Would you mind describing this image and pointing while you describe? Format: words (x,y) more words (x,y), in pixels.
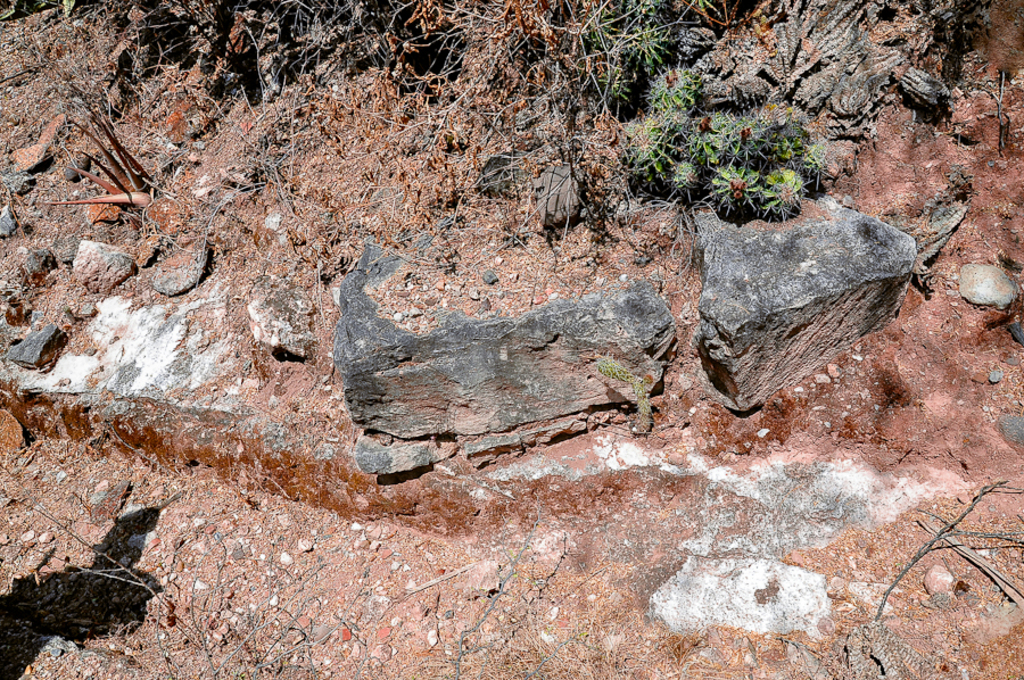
In this image I can see few stones (378,277), grass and few sticks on ground (575,473).
